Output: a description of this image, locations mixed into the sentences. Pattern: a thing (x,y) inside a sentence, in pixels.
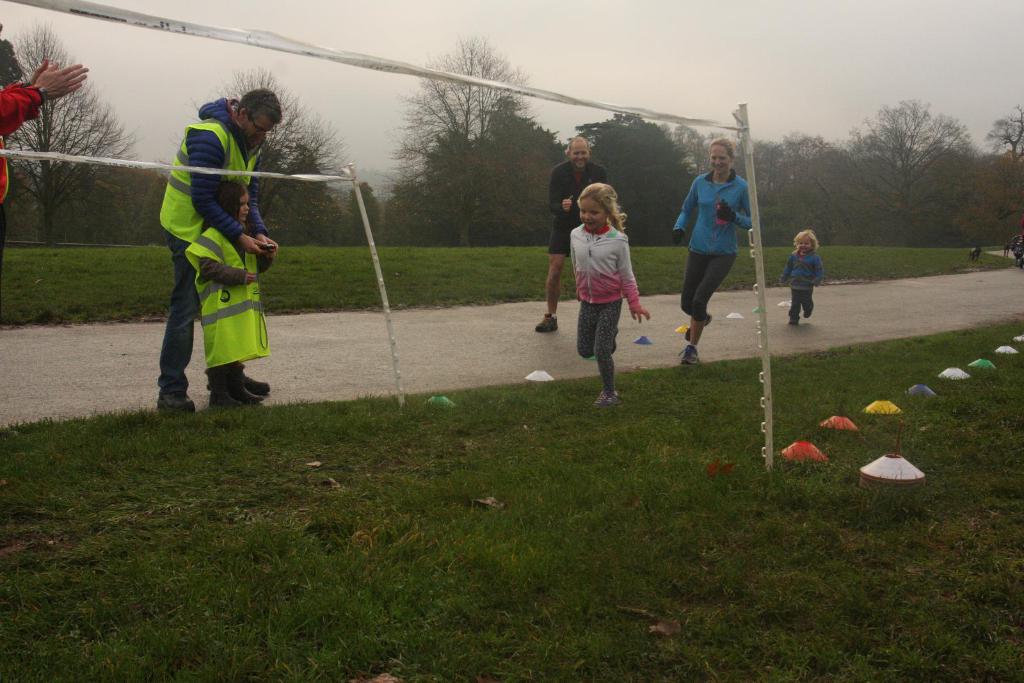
In this picture I can see few people (601,265) running and few people (250,192) are standing and I can see grass (660,518) on the ground (723,356) and few trees (36,42) and a cloudy sky (720,104).
